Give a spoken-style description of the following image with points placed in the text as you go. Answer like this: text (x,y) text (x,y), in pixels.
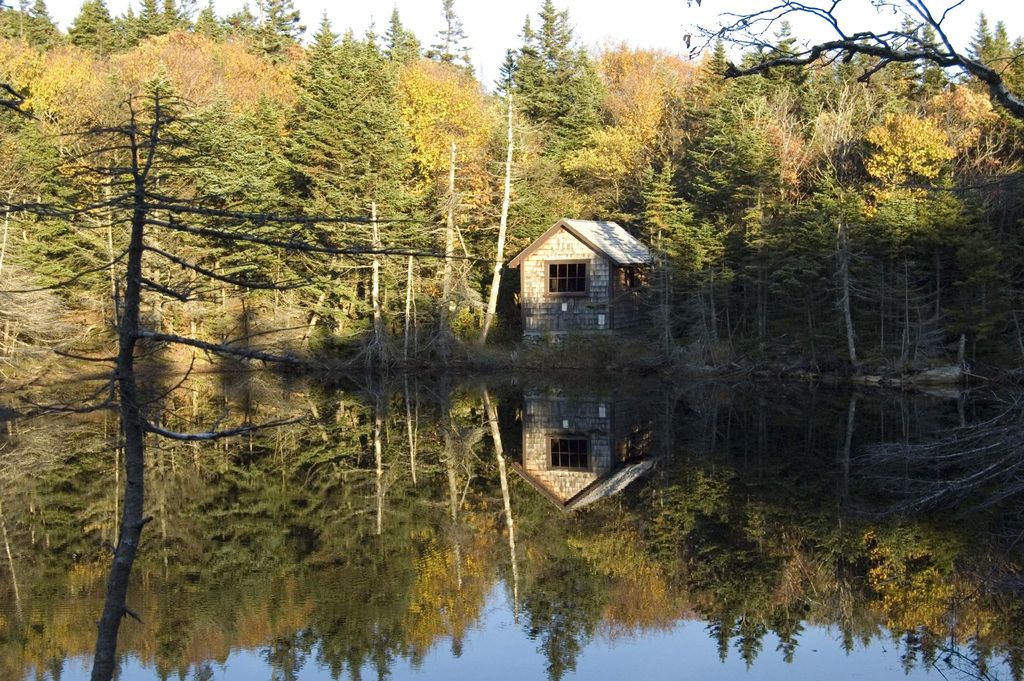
At the bottom of the image (338,486) there is water (464,605). In the background of the image (560,194) there are trees (342,248). There is a house (635,308). At the top of the image (651,1) there is sky (484,18).
